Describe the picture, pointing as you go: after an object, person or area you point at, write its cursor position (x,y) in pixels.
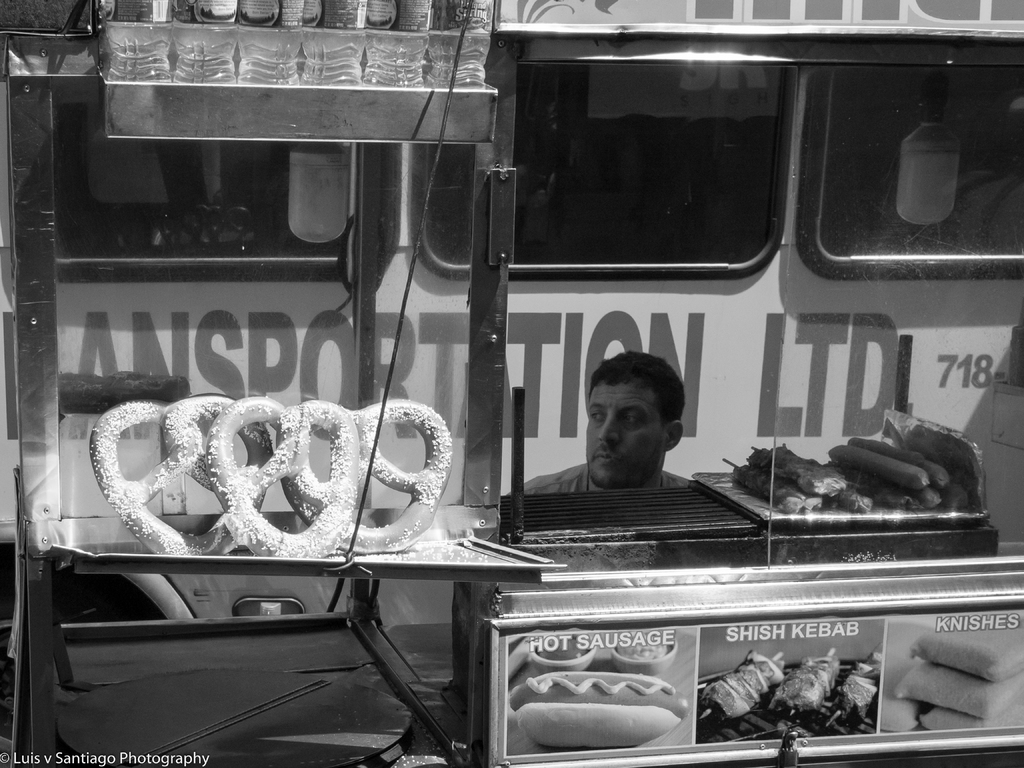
In this image I can see the person (668,399) and I can also see few food items (878,492) in the tray (906,518). In the background (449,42) I can see few bottles (314,24) and I can also see few glass windows (537,198) and the image is in black and white.
